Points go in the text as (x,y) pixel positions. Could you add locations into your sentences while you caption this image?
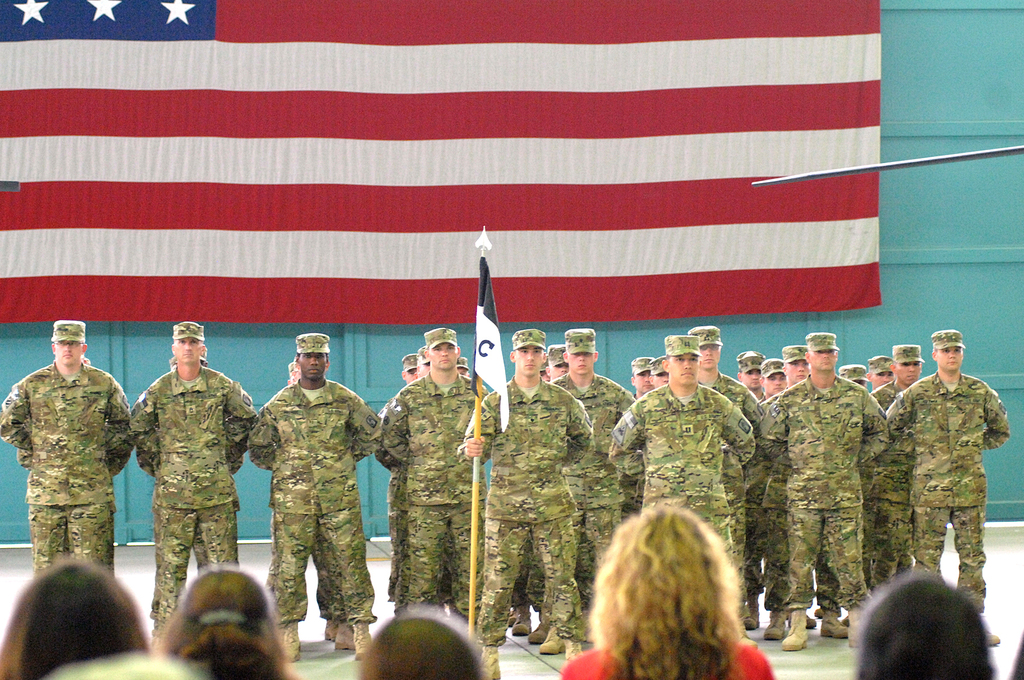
In the foreground of this image (878,632), at the bottom (423,646), there are heads (400,653) of a person (49,596). In the middle (582,429), there are few men (362,452) standing and a man (498,435) is holding a flag (488,370). In the background (666,145), there is a flag (676,79) on the wall (968,75).
